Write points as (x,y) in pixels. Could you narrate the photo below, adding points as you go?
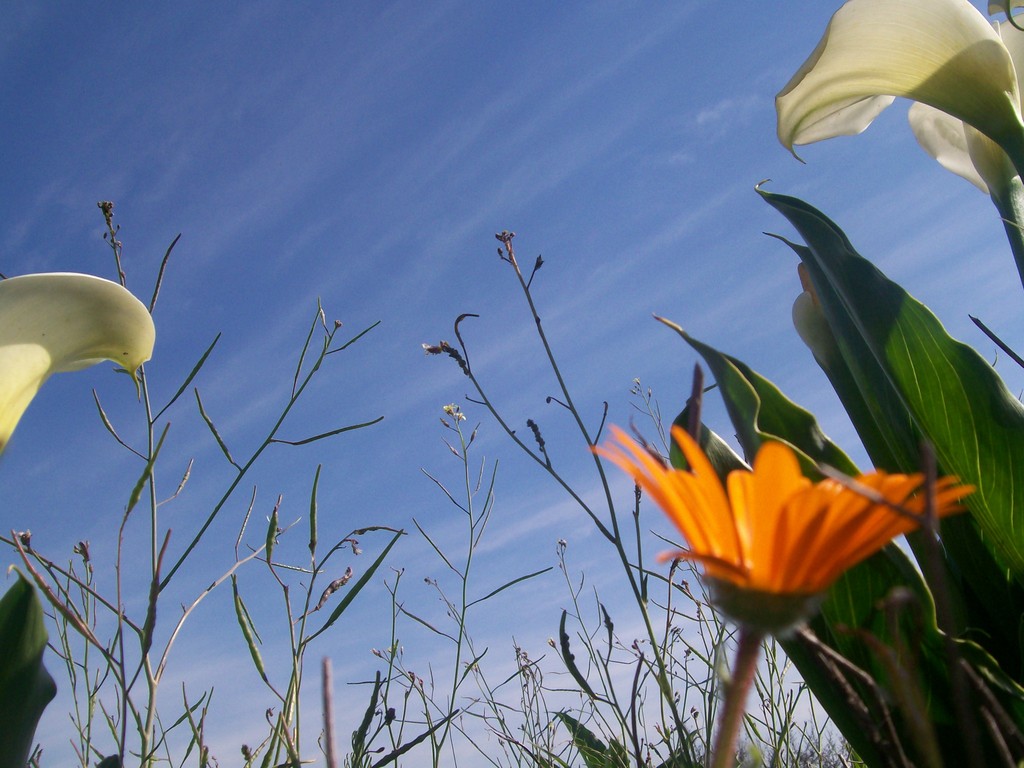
In this image, there is an outside view. In the foreground (828,120), there are some plants (906,389). There is a flower (762,542) in the bottom right of the image (749,533). In the background (635,296), there is a sky (615,223).
